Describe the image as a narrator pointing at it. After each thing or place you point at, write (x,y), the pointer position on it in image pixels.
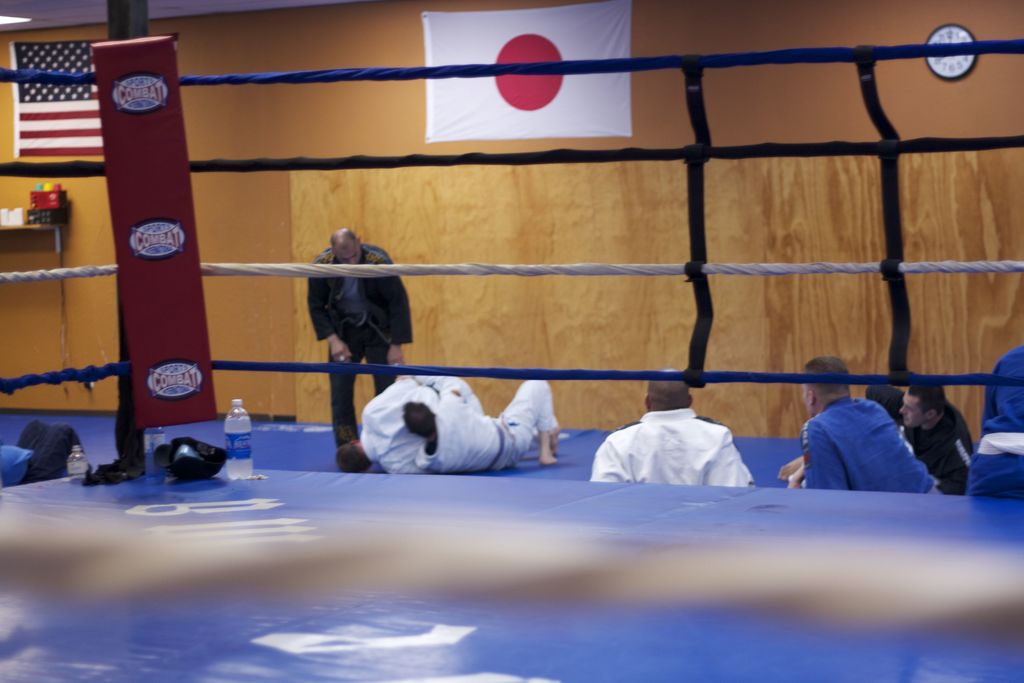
In the center of the image (637,374) we can see a boxing court (252,507) and also we can see bottles (240,408), helmet (177,450) and some objects (99,472). In the background of the image (74,137) we can see the flags (629,73), wall clock (941,59), some objects (61,219), wall (552,193), board (566,258), a man (384,290) is standing and some persons (635,426) are lying on the floor (565,452).
